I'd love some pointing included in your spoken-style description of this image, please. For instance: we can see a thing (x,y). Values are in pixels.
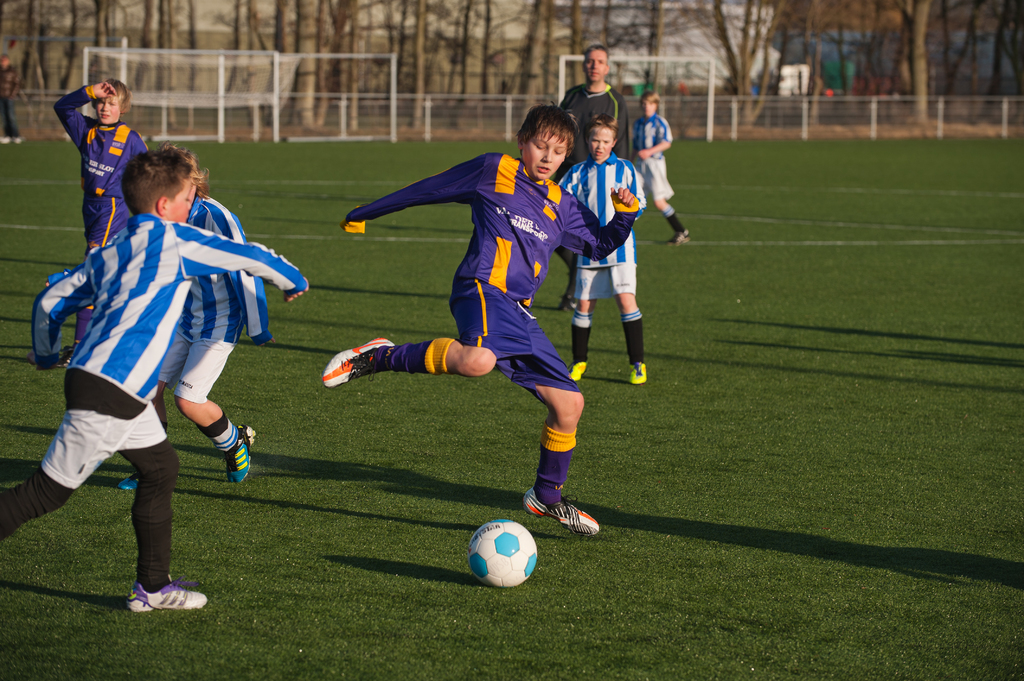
In this image there are persons (173,237) playing a football match. There is grass (822,439) on the ground (808,401). In the background (264,93) there are nets (378,88) and there is a fence (840,115) and there are trees (373,8).
